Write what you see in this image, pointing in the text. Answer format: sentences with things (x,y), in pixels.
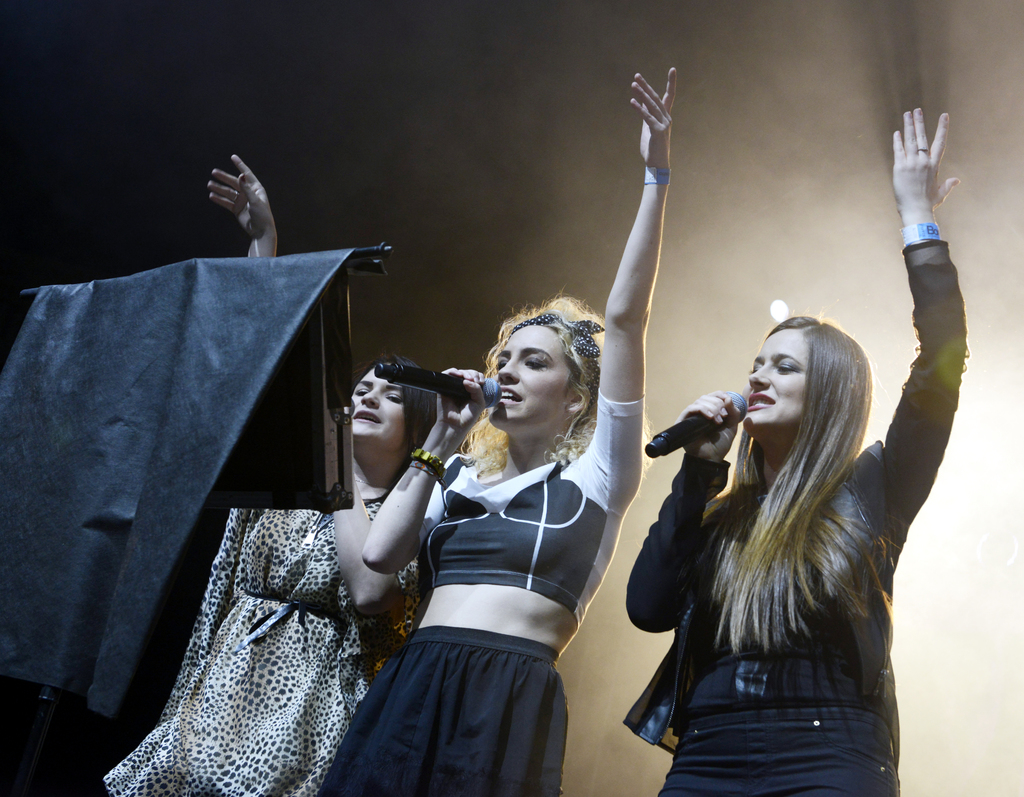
In this picture there are three women (527,585) standing and holding a mic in their hands (698,409) and singing in front of it and there is a stand (192,445) in front of them.
